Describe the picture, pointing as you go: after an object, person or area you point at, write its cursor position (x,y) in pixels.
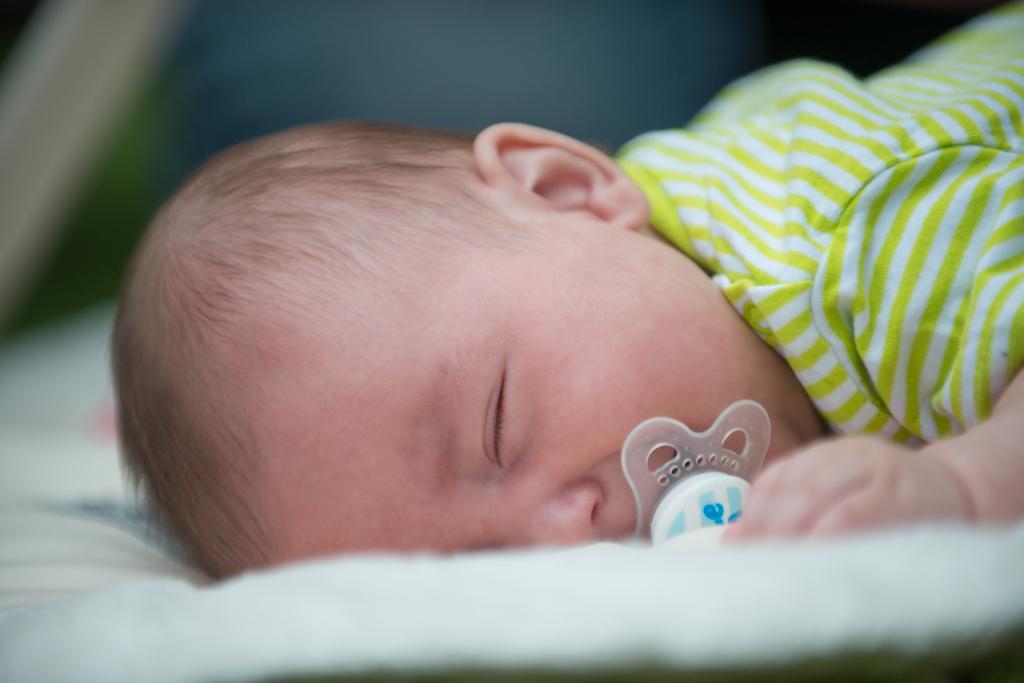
In this image we can see a baby (533,352) sleeping and we can see a pacifier (695,508) in the baby's mouth (648,469). At the bottom (151,586) there is a cloth (505,621).
